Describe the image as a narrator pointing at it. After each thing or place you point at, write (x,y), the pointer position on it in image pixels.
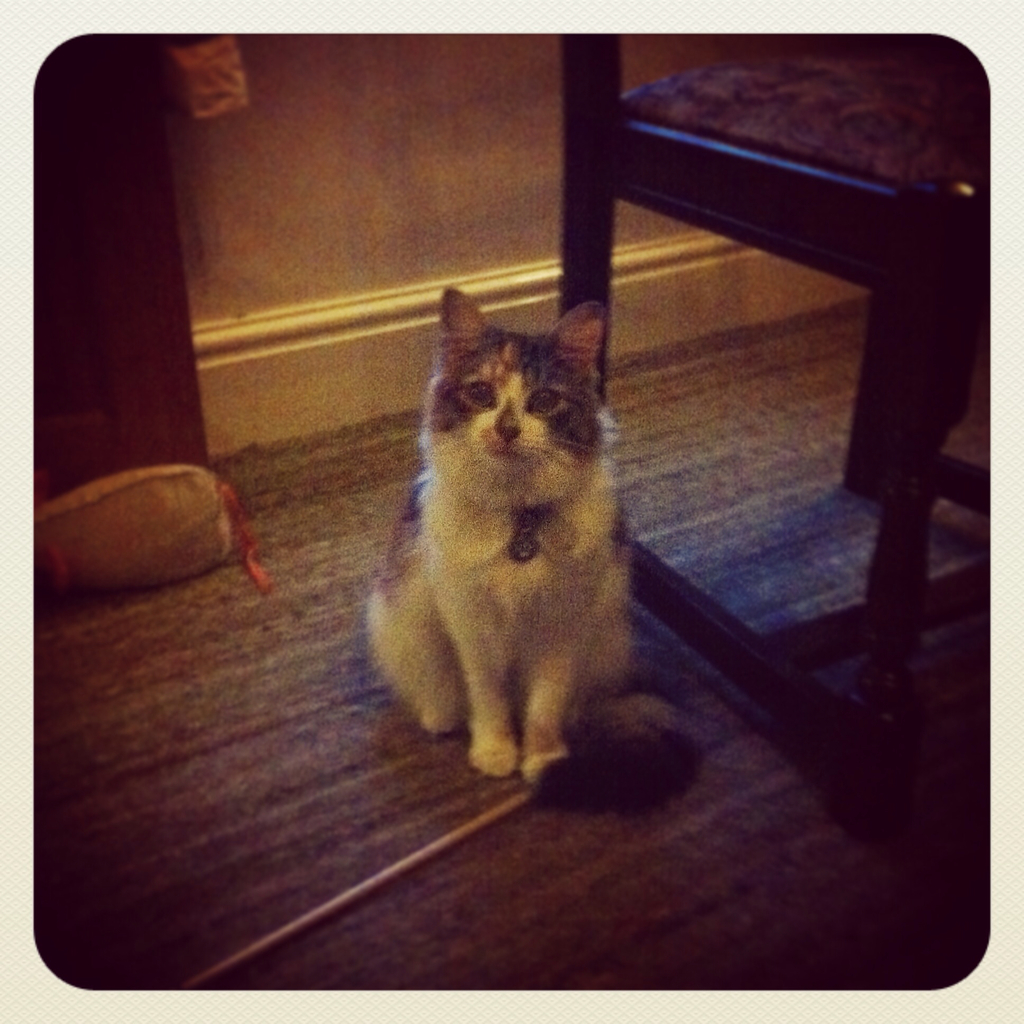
In this image I see a cat (551,459) over here which is of white and black in color and I see a chair (881,195) over here and I see a thing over here and I see the floor (309,530). In the background (355,269) I see the wall (368,348).
